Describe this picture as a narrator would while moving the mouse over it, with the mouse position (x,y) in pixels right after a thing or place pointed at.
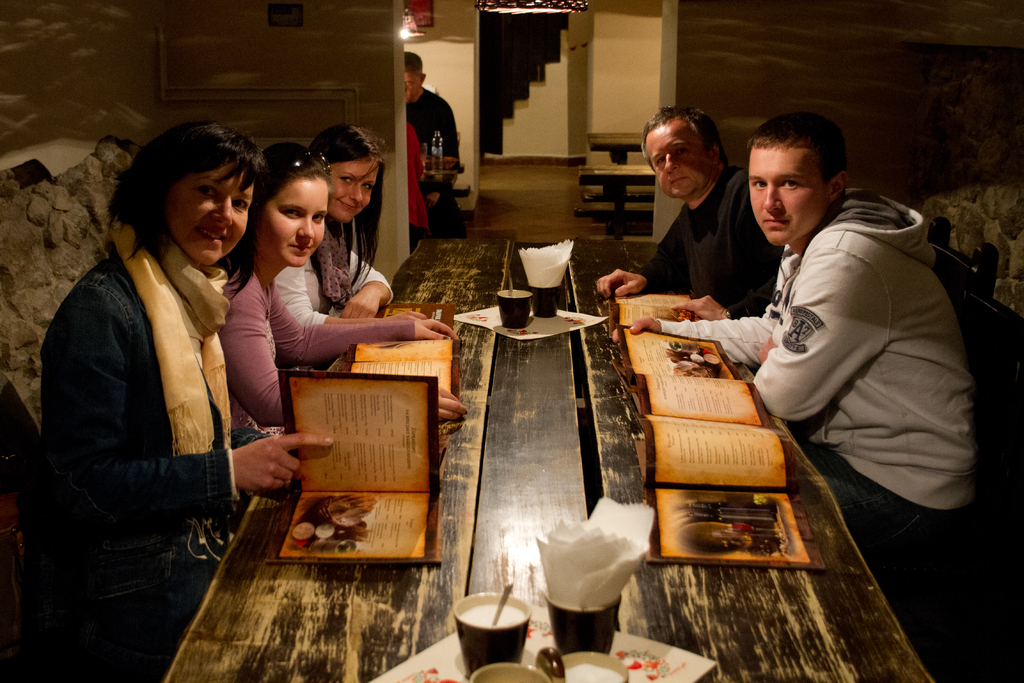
On the background (696,60) we can see a wall (578,58). these are benches (620,172). Here we can see light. Here we can see few persons (691,196) sitting on chairs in front of a table (661,570) and there are menu cards (748,505), tissue papers (539,260), cups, spoons (502,609), plate (650,657) on the table (693,644).
